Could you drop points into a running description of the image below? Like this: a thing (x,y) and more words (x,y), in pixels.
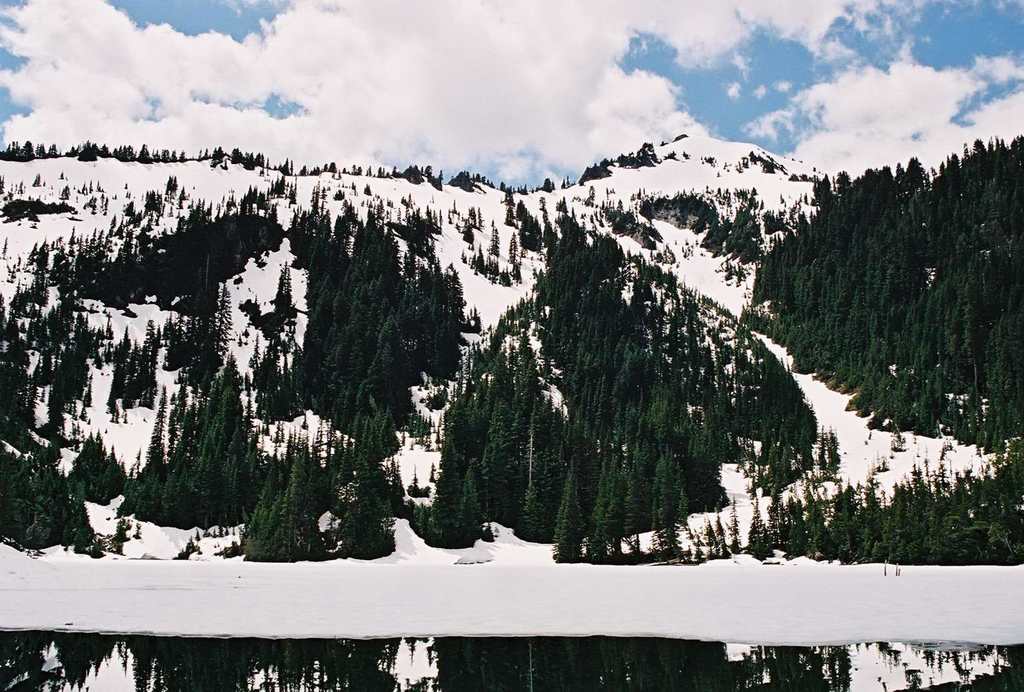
In this image we can see a group of trees (558,489), the ice hills (426,259) and the sky (522,146) which looks cloudy. On the bottom of the image (257,661) we can see some water (314,661).
